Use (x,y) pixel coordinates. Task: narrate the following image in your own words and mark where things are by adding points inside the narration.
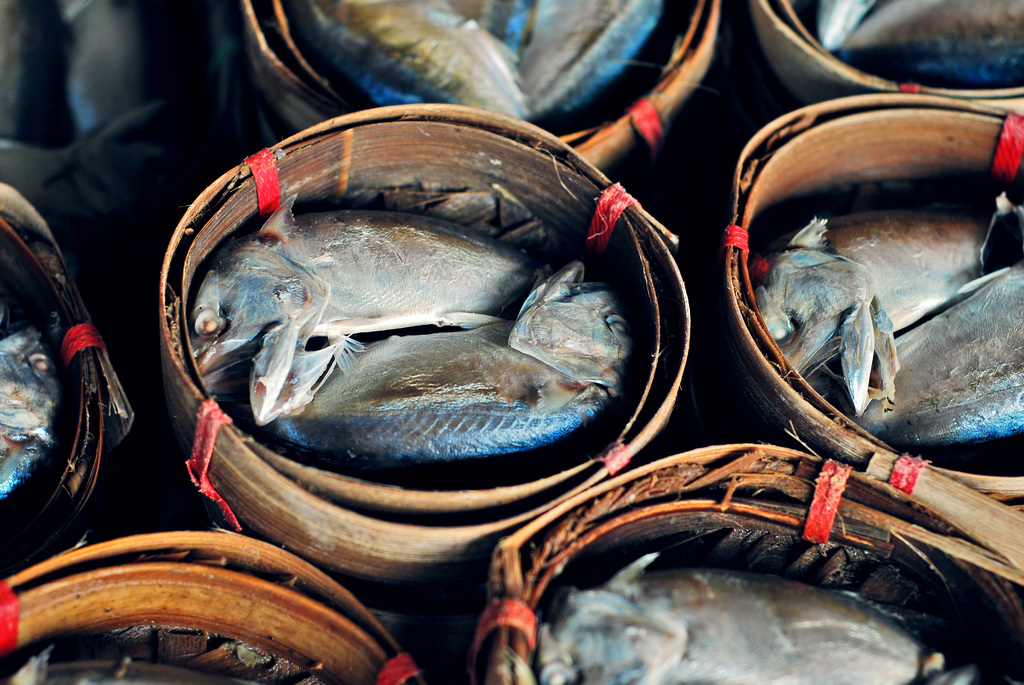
In this picture I can see buckets (58,578) and in it I see number of fishes (328,354).
